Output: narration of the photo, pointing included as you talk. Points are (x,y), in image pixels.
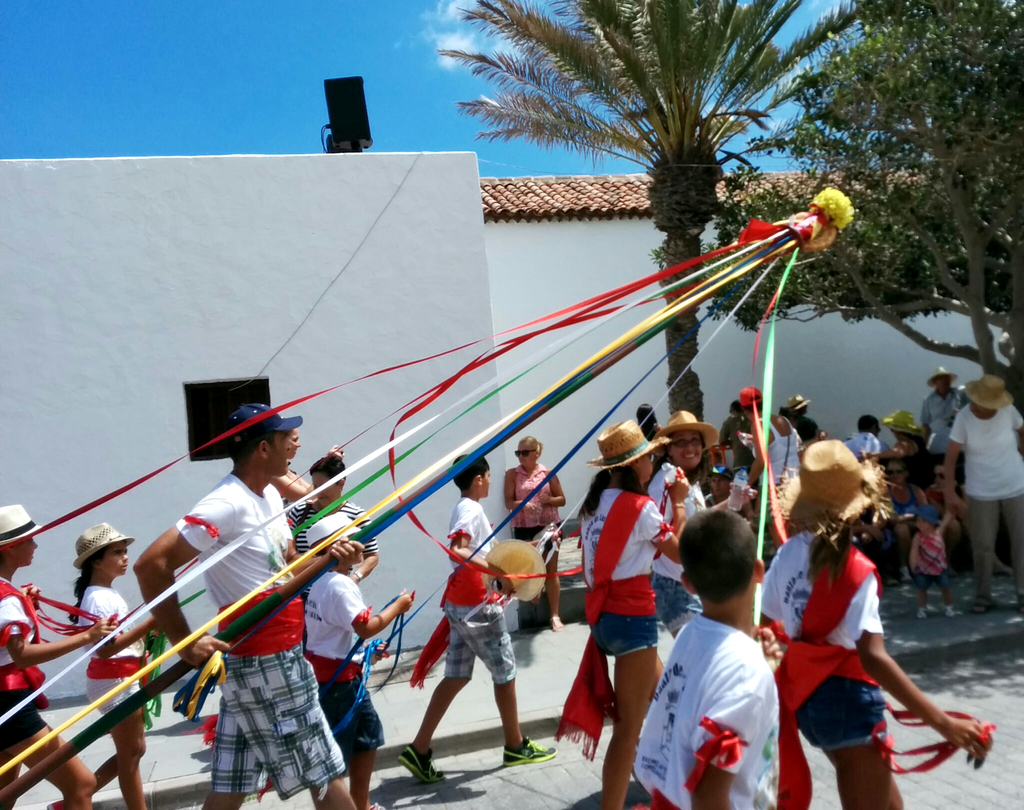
In this image I can see the group of people (601,668) with white, red and blue color dresses (614,707). I can see few people (928,421) with hats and caps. I can see these people (235,594) holding the pole (638,327) which is decorated. In the background (672,136) I can see the trees (742,219), house (379,222) and the sky (226,102).
